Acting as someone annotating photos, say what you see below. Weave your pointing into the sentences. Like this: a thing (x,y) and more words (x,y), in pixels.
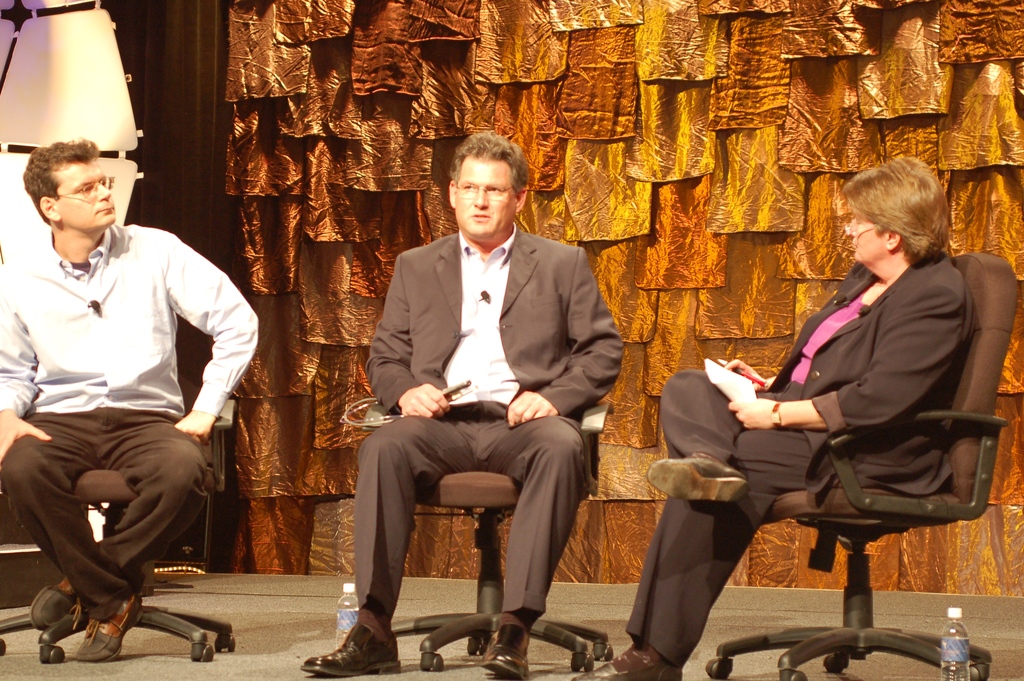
this picture shows three people (697,448) sitting on a chair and a woman (733,404) holding a paper (738,382) in her hand (754,424).
